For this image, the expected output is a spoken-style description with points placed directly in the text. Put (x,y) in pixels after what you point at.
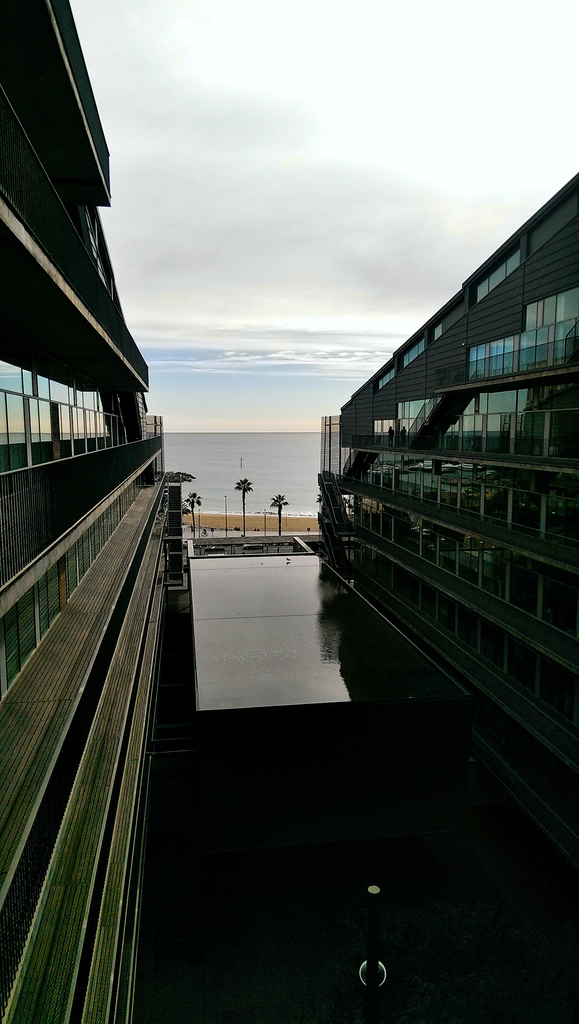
On the right (523,604) and left side of the image (71,649) we can see buildings (477,409). In the center of the image (275,624) there is a water (268,614) and trees (243,482). In the background (247,511) we can see clouds (209,282), water (243,451) and sky (240,406).
